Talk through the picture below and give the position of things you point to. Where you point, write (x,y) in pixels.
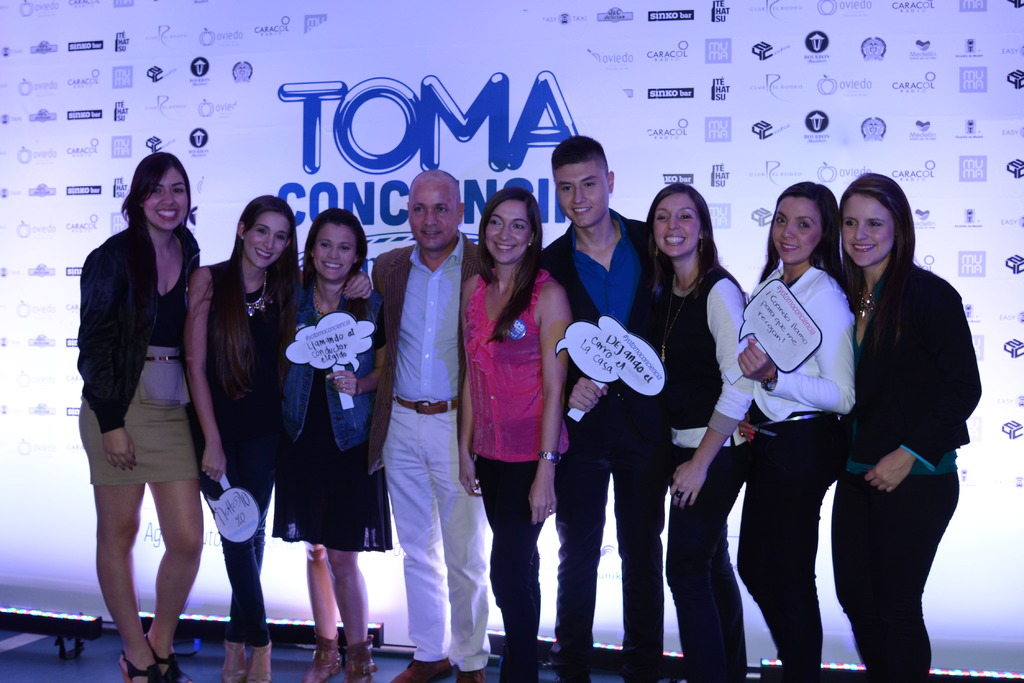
In this image we can see many persons (653,406) standing on the ground (45,640). In the background (506,121) there is an advertisement (75,394).
